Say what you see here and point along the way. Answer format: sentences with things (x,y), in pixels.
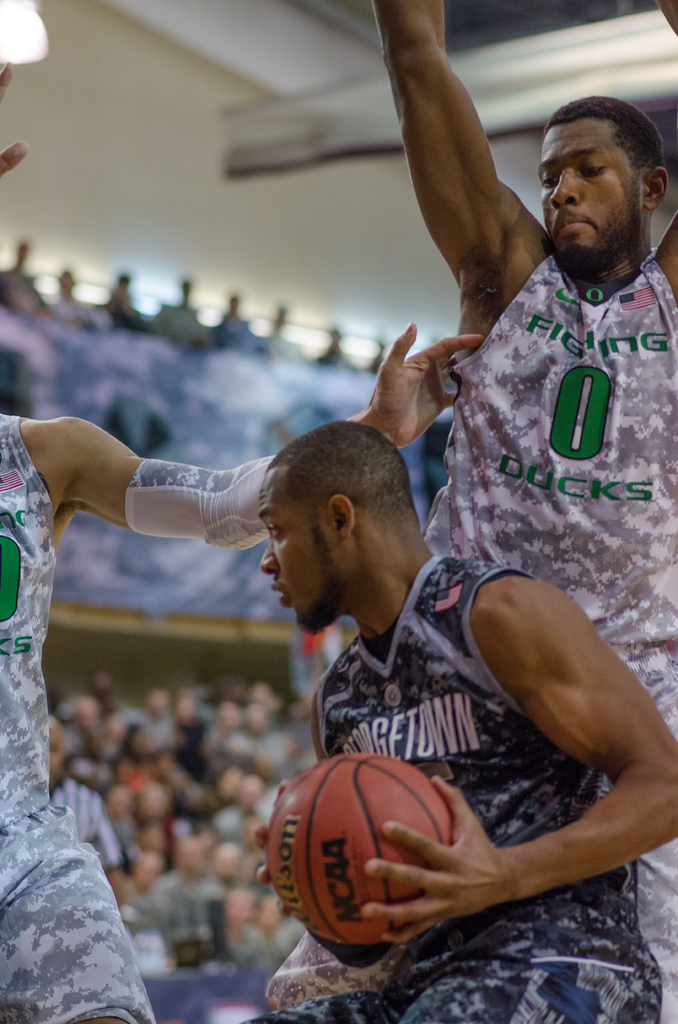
In this image we can see some people (453,759). One man (463,734) is holding a ball (347,849) in his hands (483,875). In the background (185,866), we can see group of audience (206,785).
